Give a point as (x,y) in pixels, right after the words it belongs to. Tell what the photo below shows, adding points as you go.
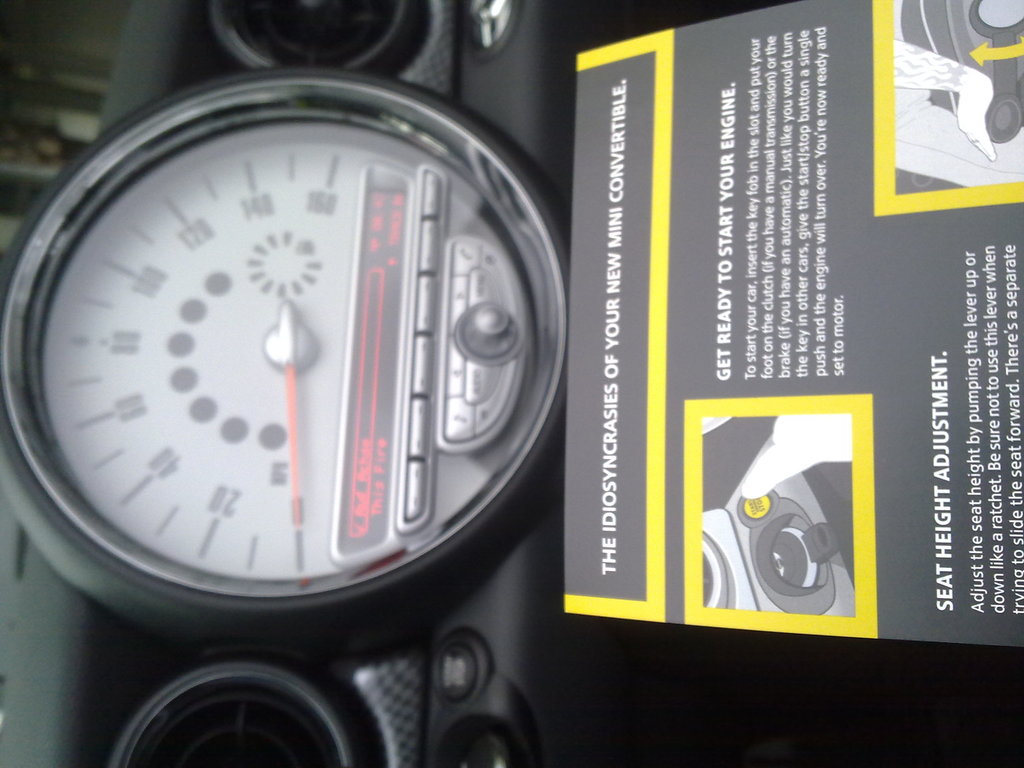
In this image we can see an inside view of a car (339,340) with a speedometer (340,225) and a poster (877,290) with some text (934,420).
